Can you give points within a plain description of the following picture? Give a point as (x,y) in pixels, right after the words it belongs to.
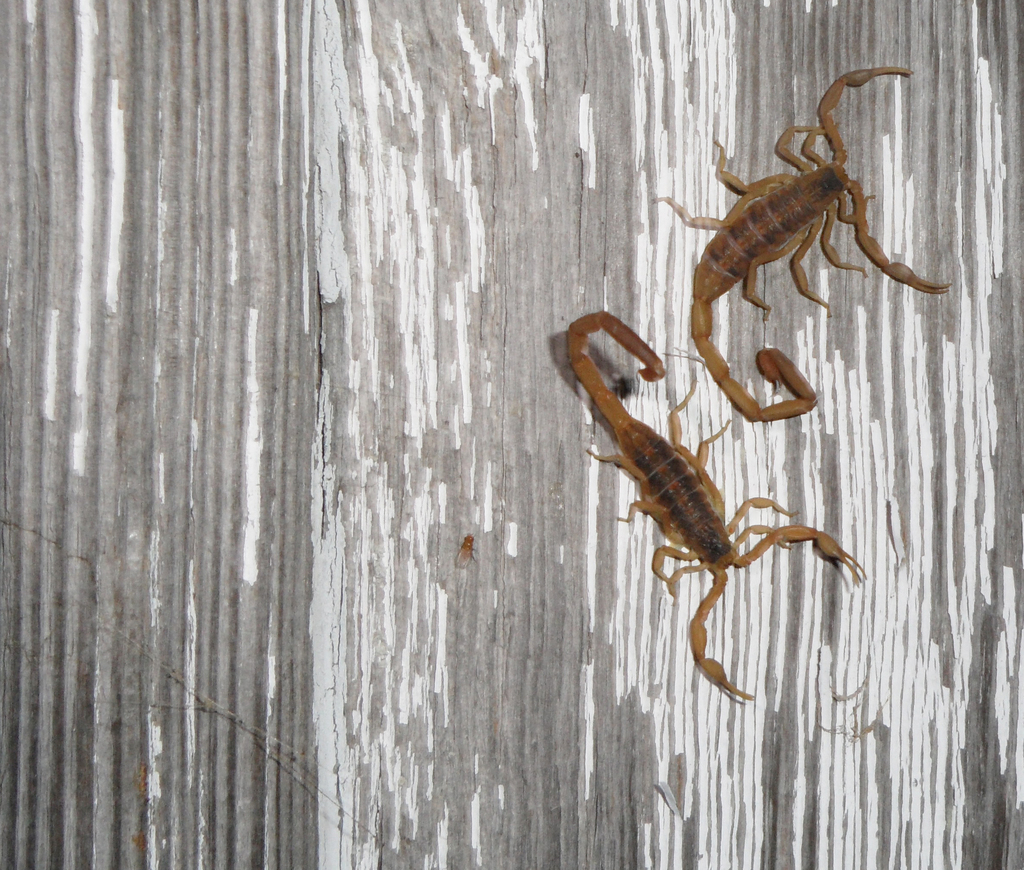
In this image we can see two scorpions (709,531) on the grey and white color surface (456,604).
